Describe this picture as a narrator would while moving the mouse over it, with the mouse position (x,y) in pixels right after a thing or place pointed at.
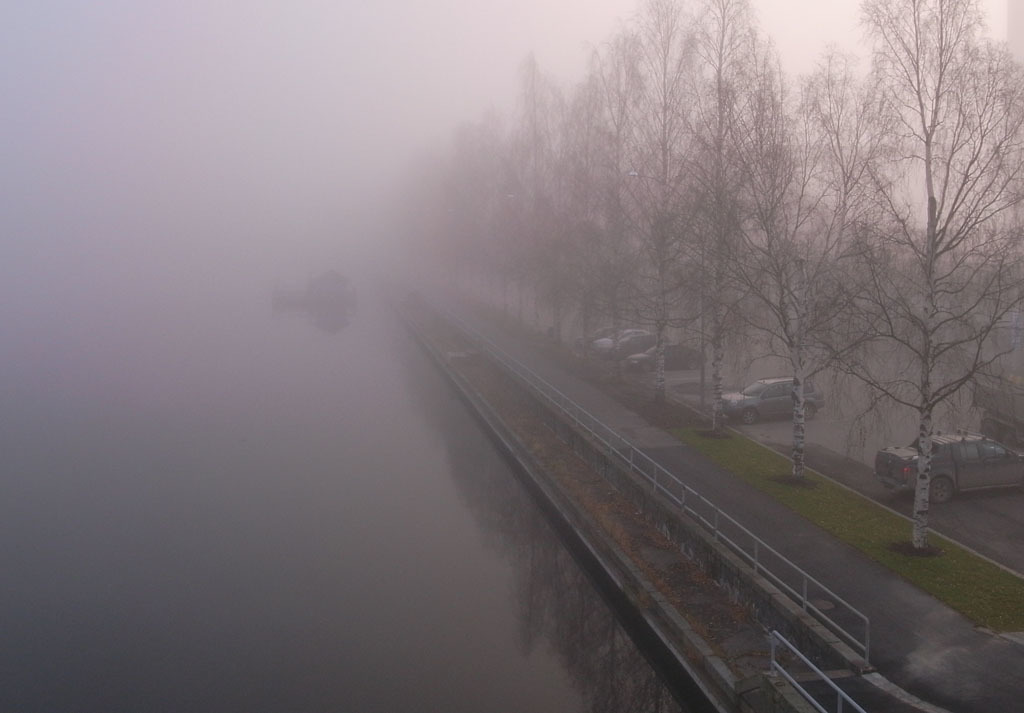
There is a river (284,571) and beside the river (419,569) there is a road (809,534) and some vehicles (933,467) are parked beside the road (814,557) and there are some trees (583,291) in between the road (799,532).
